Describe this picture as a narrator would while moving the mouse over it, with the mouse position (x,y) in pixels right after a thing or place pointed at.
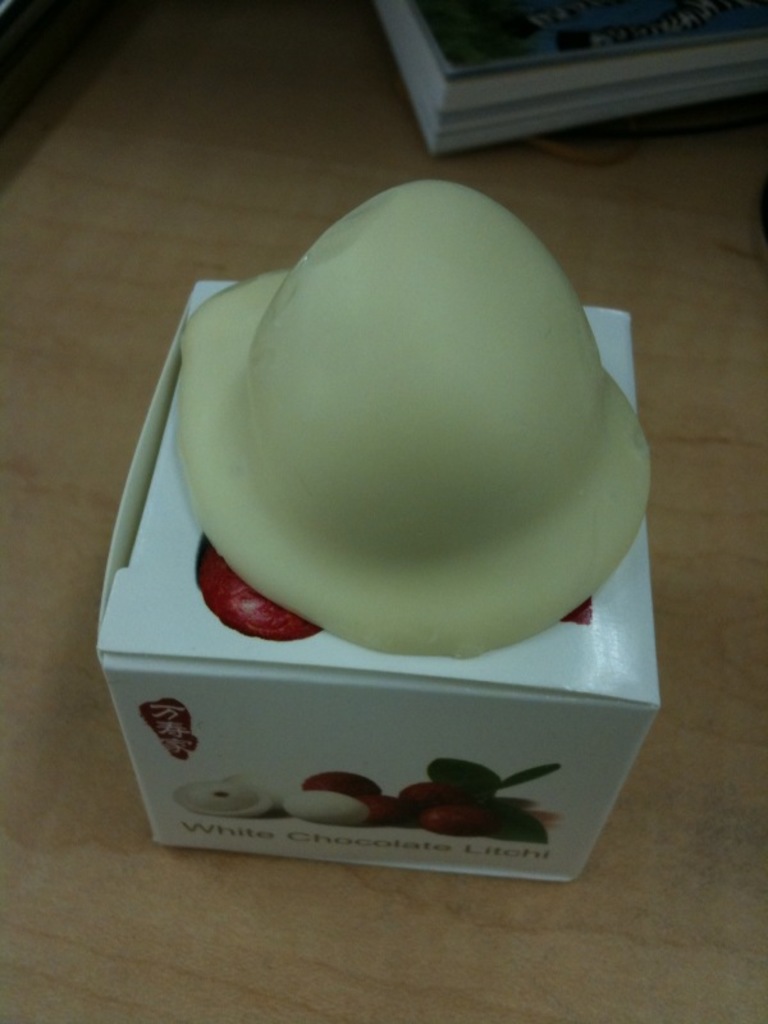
Here I can see a white color box (293,721) is placed on the table (276,957). On this box (150,619) there is a white color chocolate (416,346). On the top of the image (528,74) there is a book (525,72).
